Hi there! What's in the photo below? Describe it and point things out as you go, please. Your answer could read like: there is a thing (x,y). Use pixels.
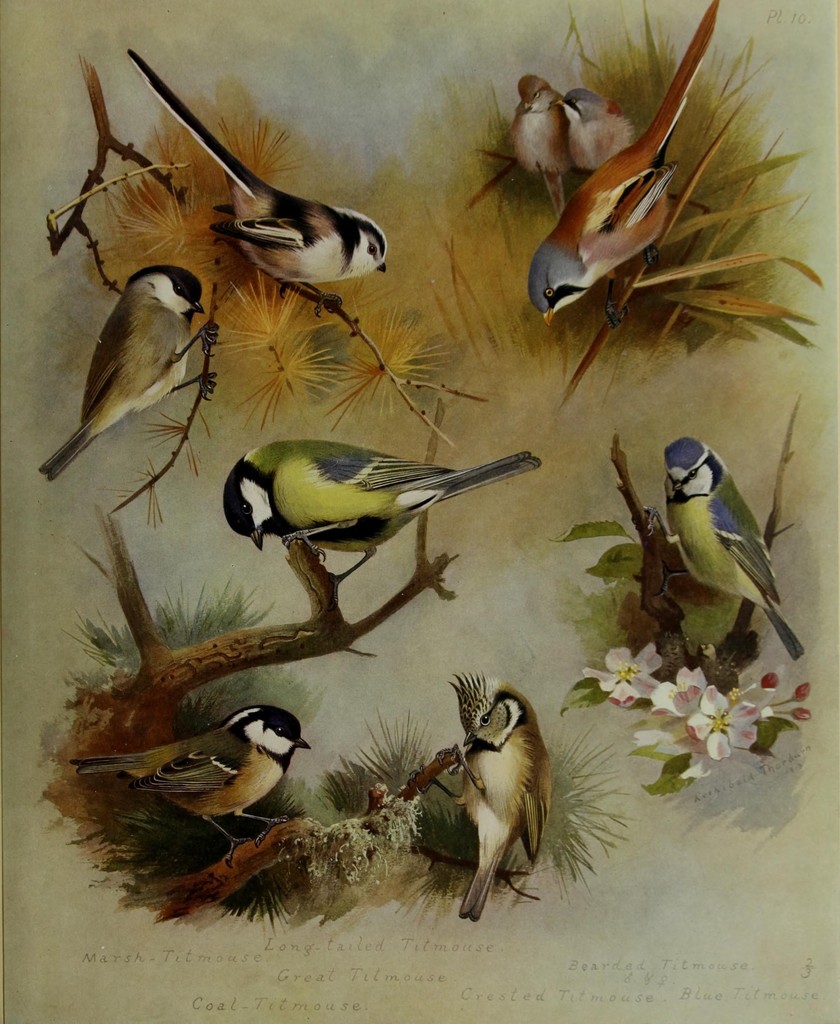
This picture consists of page (254,143), in which there are different types of birds (564,305) in the image.
